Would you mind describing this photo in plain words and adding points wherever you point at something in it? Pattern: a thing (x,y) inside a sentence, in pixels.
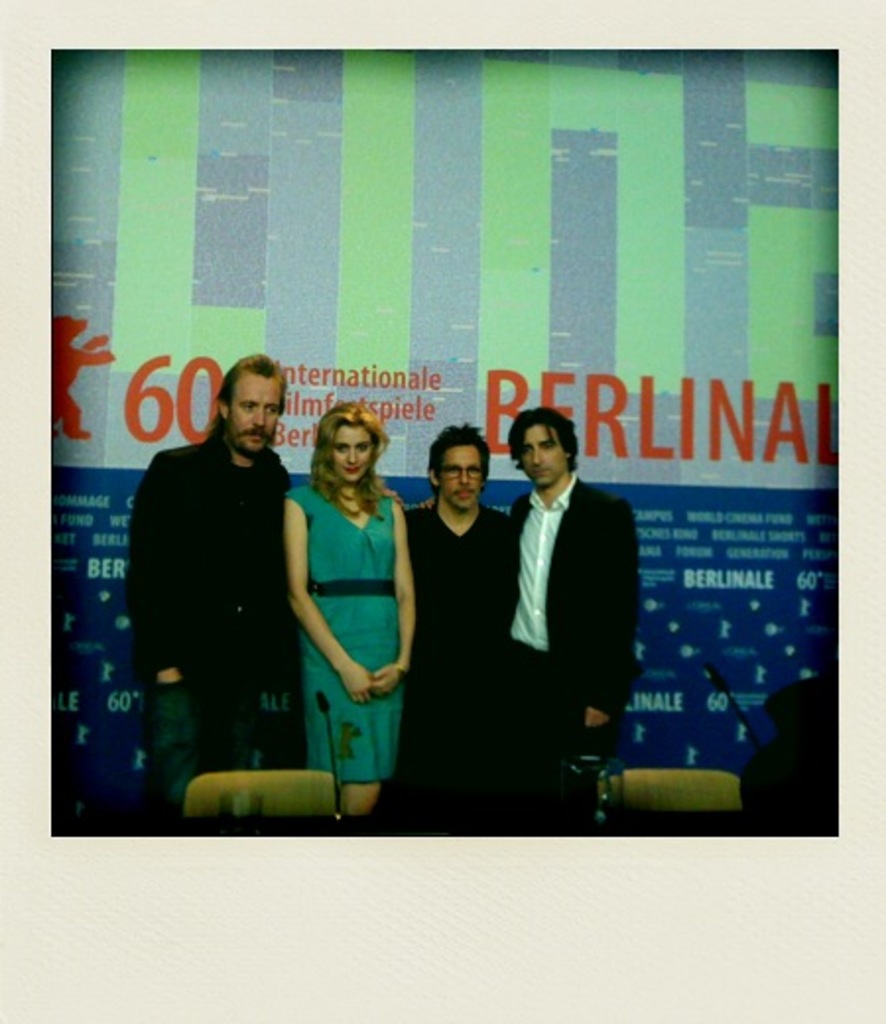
In this image in the middle (388,662), there is a woman (401,552), she wears a dress (367,639) and there is a man (463,559), he wears a black jacket (466,589). On the right (619,597) there is a man (576,619), he wears a suit (576,577), shirt (540,596) and trouser (517,709). On the left (200,556) there is a man (217,537), he wears a black jacket (217,560), trouser (201,729). In the background (265,322) there is a poster (512,322) and text (704,582).
